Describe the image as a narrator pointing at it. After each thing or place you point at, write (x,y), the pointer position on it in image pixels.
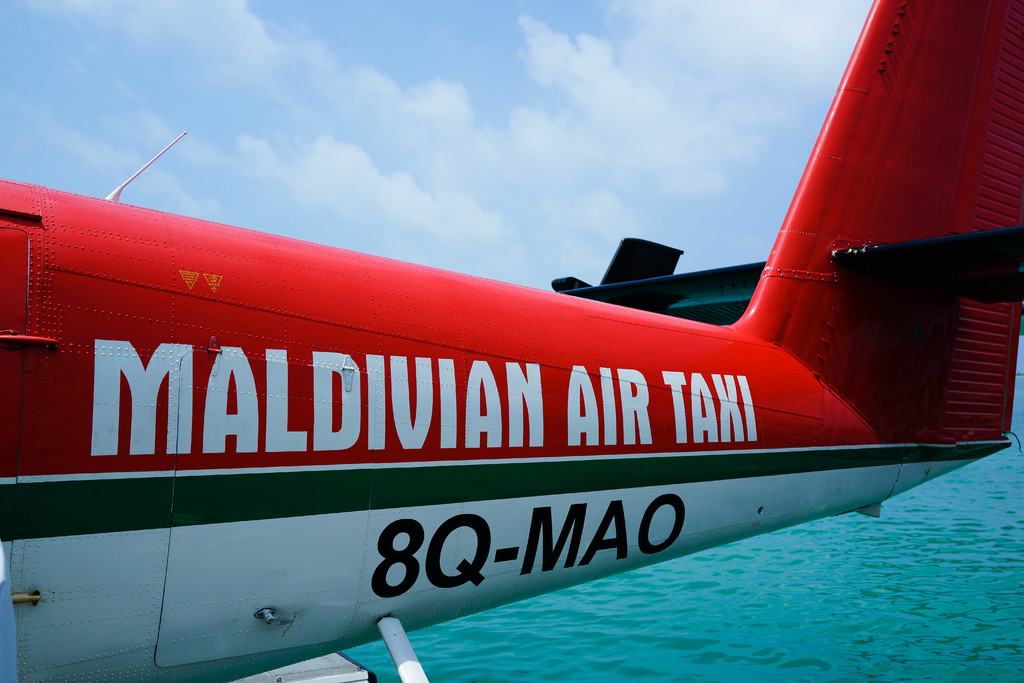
In this picture we can see an airplane (517,562) and water (722,625), on this airplane (322,625) we can see some text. In the background of the image (478,135) we can see sky (493,164) with clouds (487,146).
